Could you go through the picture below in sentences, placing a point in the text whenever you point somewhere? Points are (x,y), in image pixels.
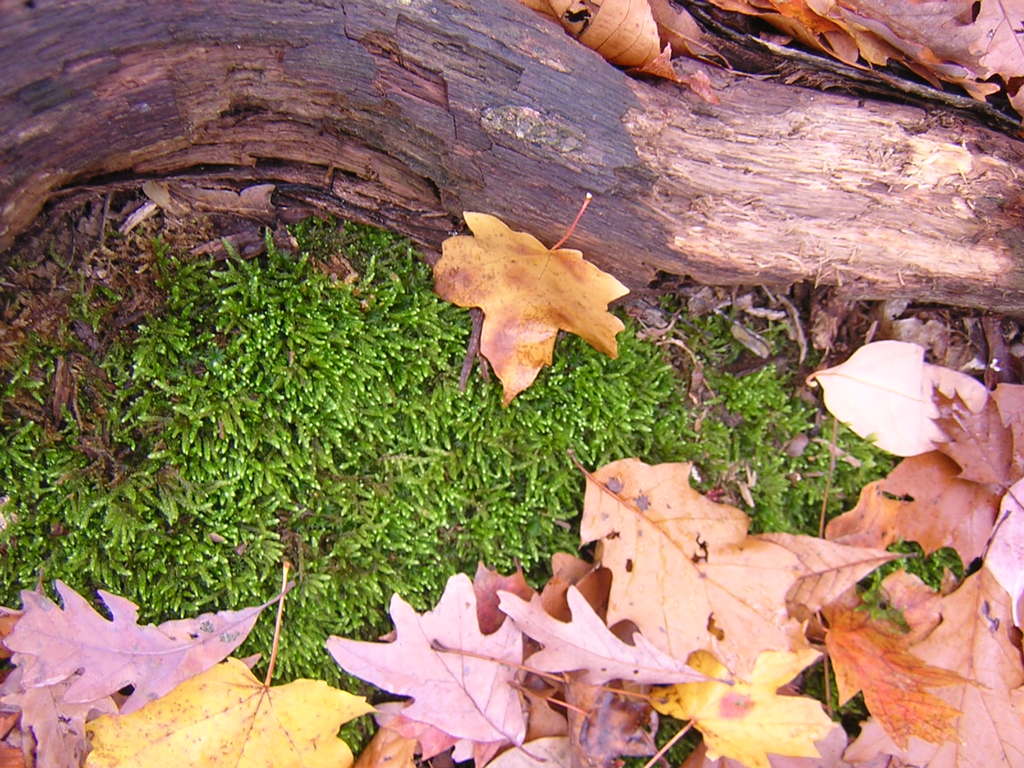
This image is taken outdoors. In this image there is a ground (404,396) with grass (378,408) on it and there are many dry leaves (714,677) on the ground (931,357). At the top of the image (451,86) there is a bark (837,226) on the ground (119,223).
